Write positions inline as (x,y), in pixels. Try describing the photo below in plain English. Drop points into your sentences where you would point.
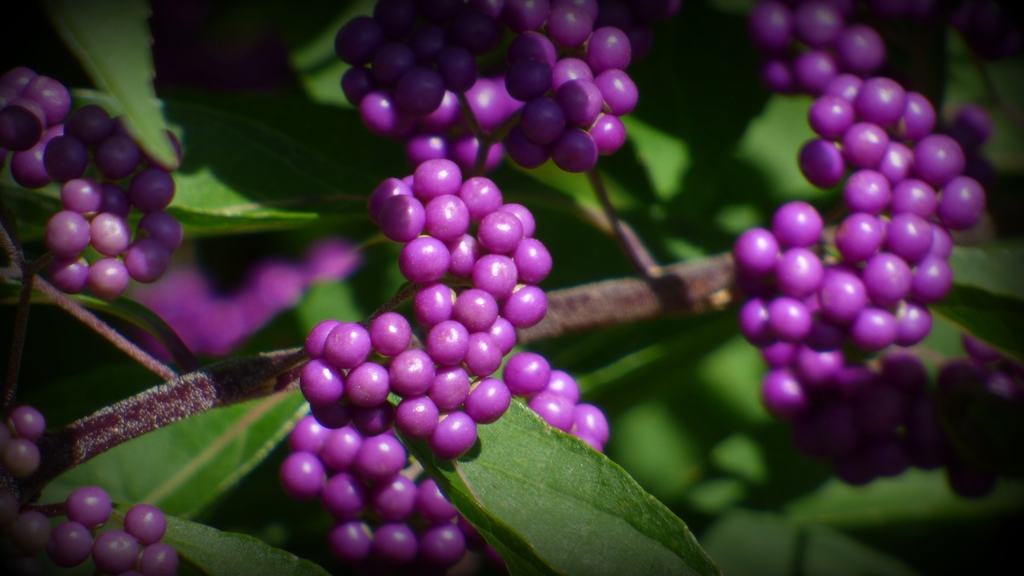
In this image we can see fruits (53,117) to the tree (24,317).
